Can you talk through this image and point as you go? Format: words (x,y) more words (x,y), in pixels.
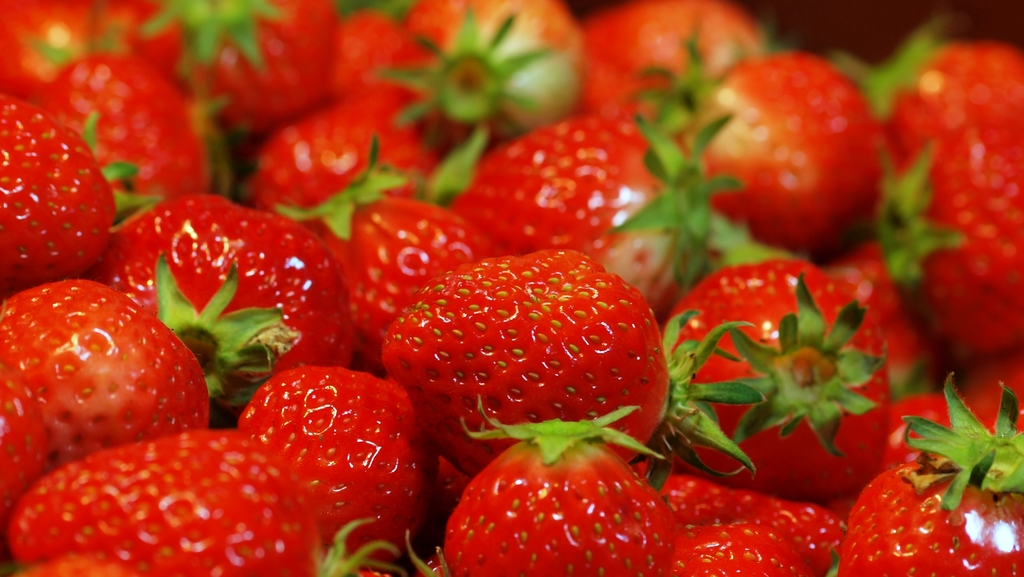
In this image we can see many strawberries (525,261).
